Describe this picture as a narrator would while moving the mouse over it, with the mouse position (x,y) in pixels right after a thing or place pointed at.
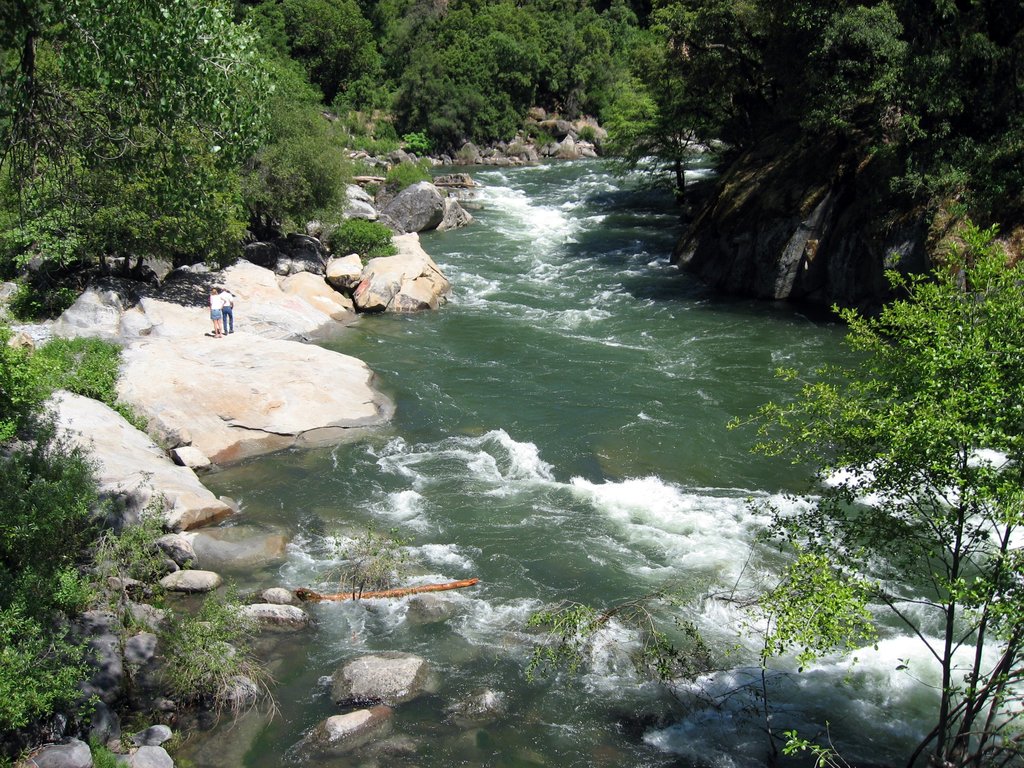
In the image on left side (217,318) we can see two persons (222,297) are standing on stone (206,354) and we can also see trees (72,221) from right to left, in middle (627,281) there is a water (602,279) as it is a river (597,338) and background (519,132) we can also see some stones (272,287).
